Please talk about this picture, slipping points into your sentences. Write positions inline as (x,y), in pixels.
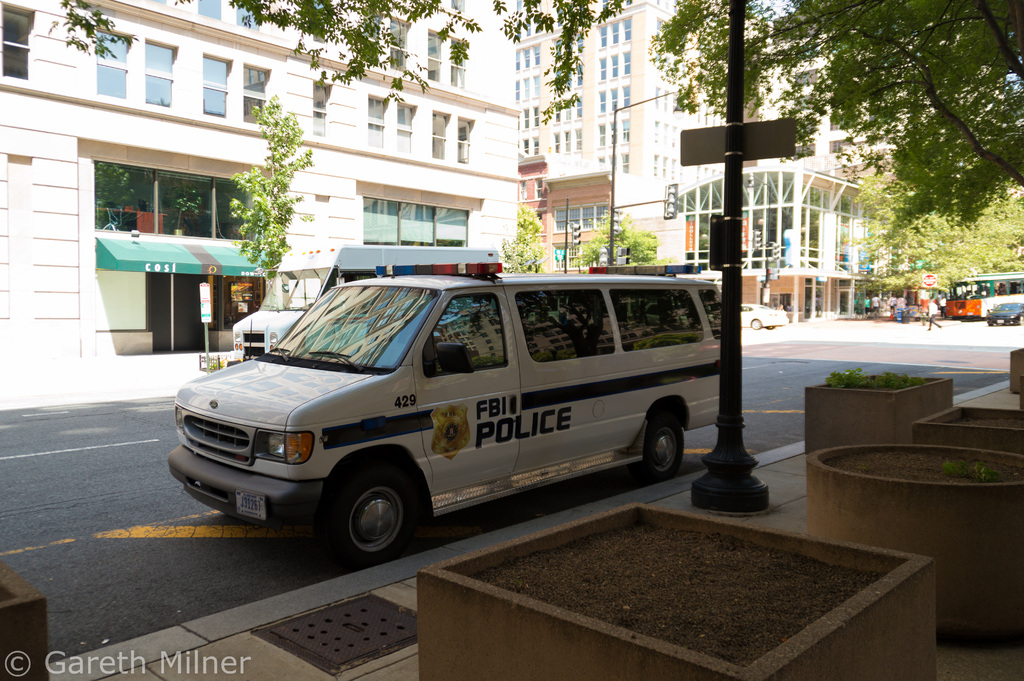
In this picture I can see there is a car (424,482) parked on the road (205,581) and in the backdrop (259,259) I can see there are trees (290,197), buildings (313,226) and there is a road (786,327).
